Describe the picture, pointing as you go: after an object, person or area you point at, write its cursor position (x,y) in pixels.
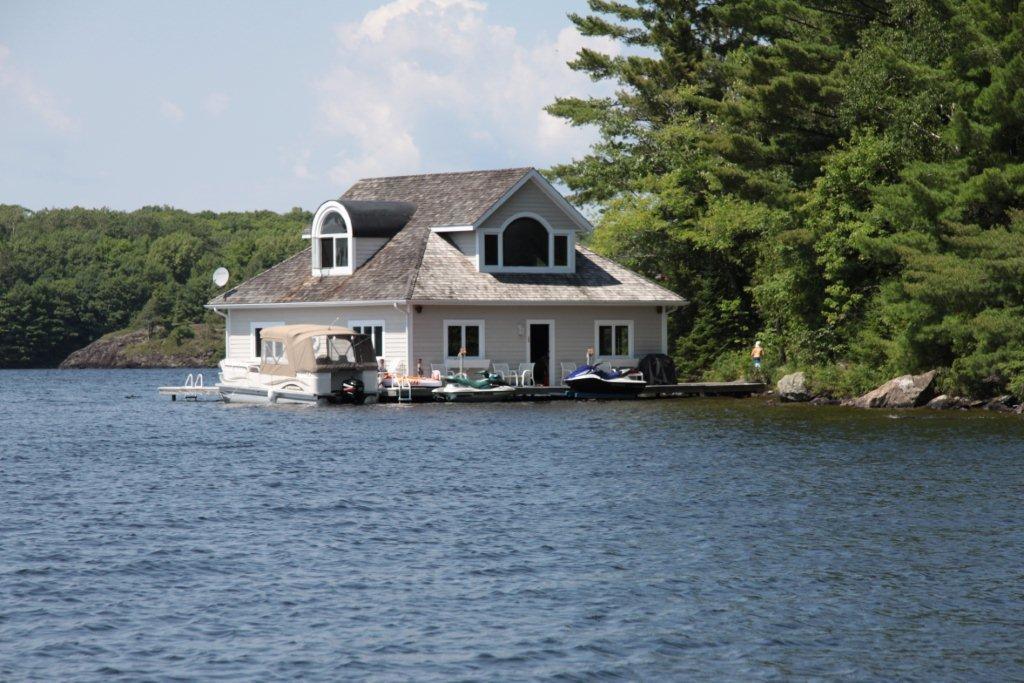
This image consists of water (547,592), house (501,317), chairs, table (463,363), boat (366,339), two persons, trees (982,261), stones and the sky (477,161). This image is taken may be during a day.
